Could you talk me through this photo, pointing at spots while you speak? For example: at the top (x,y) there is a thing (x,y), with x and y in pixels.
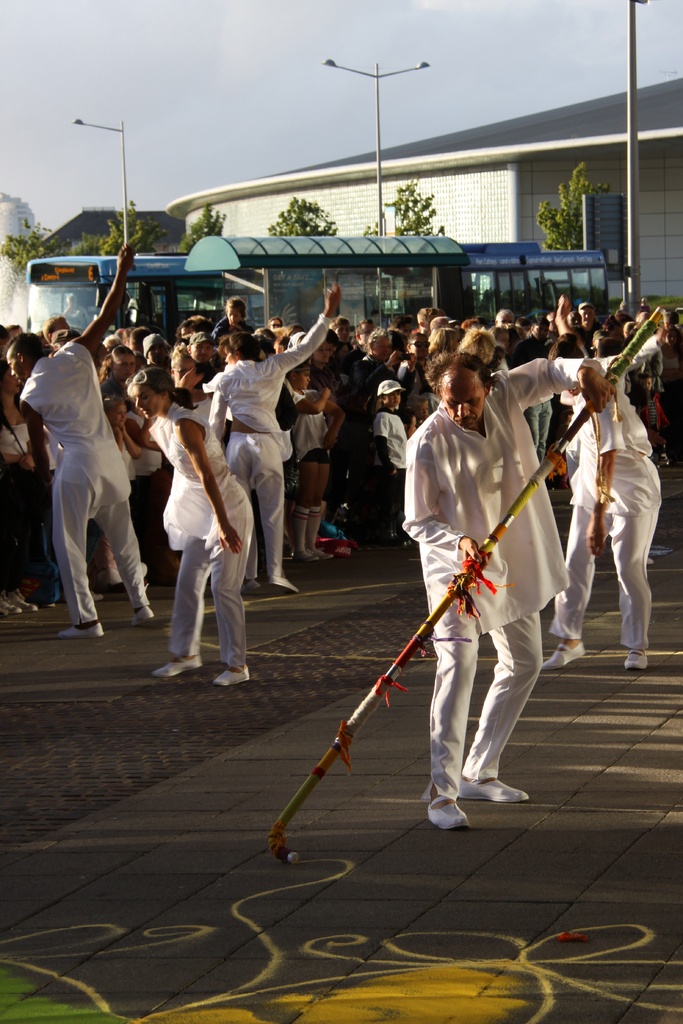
In this image we can see a group of people (408,368) standing on the ground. One person (478,513) is holding a stick (534,490) with his hands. In the center of the image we can see some vehicles (140,303), a shed (440,275). In the background (621,296), we can see a group of trees (579,194), buildings (512,192) and some light poles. At the top of the image (184,146) we can see the sky (60,66).
